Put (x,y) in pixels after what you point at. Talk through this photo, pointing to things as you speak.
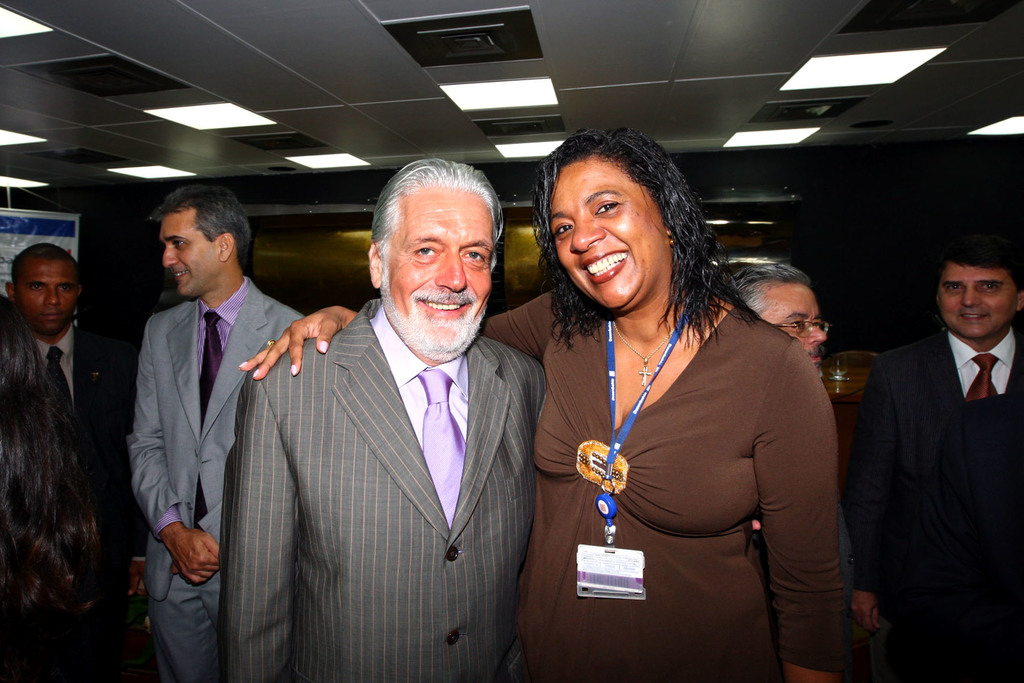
In the picture we can see a man (342,639) and a woman (719,356) standing together and smiling and holding each other and woman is in a brown dress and man (288,552) is in blazer (229,564), tie (431,376) and shirt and behind them, we can see few men (141,449) are standing and besides them we can see a part of the banner (43,237) and to the ceiling (616,35) we can see some lights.
